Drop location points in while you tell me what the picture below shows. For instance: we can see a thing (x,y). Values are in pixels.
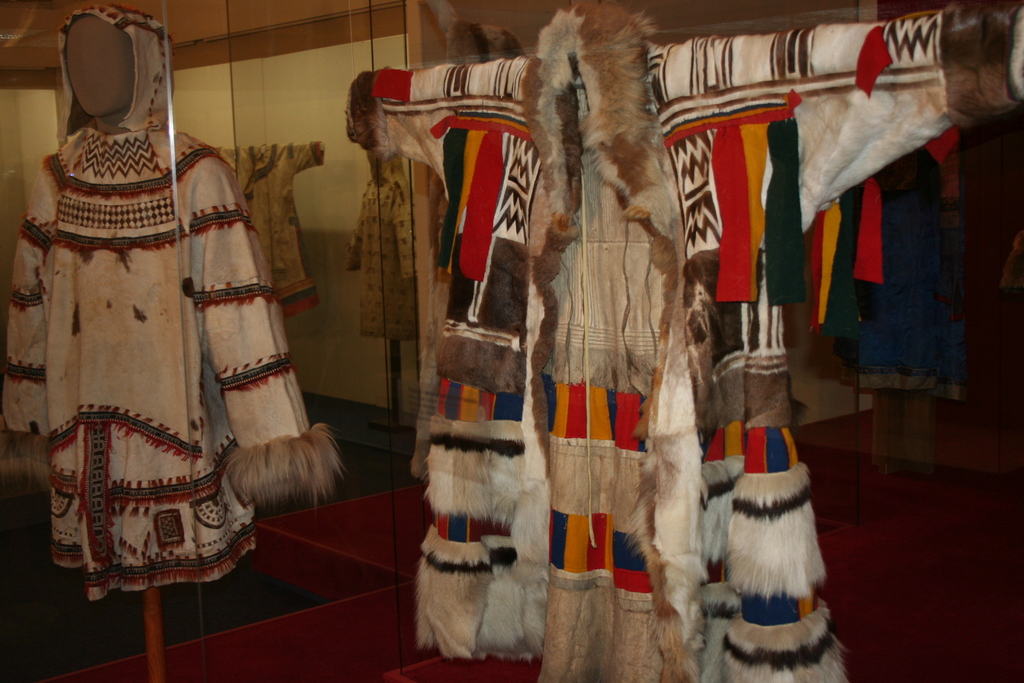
In this image there are mannequins (658,144) and we can see clothes (490,305) placed on the mannequins (491,213). In the background (351,155) there is a wall (344,55). At the bottom (355,645) we can see a floor (311,638).
